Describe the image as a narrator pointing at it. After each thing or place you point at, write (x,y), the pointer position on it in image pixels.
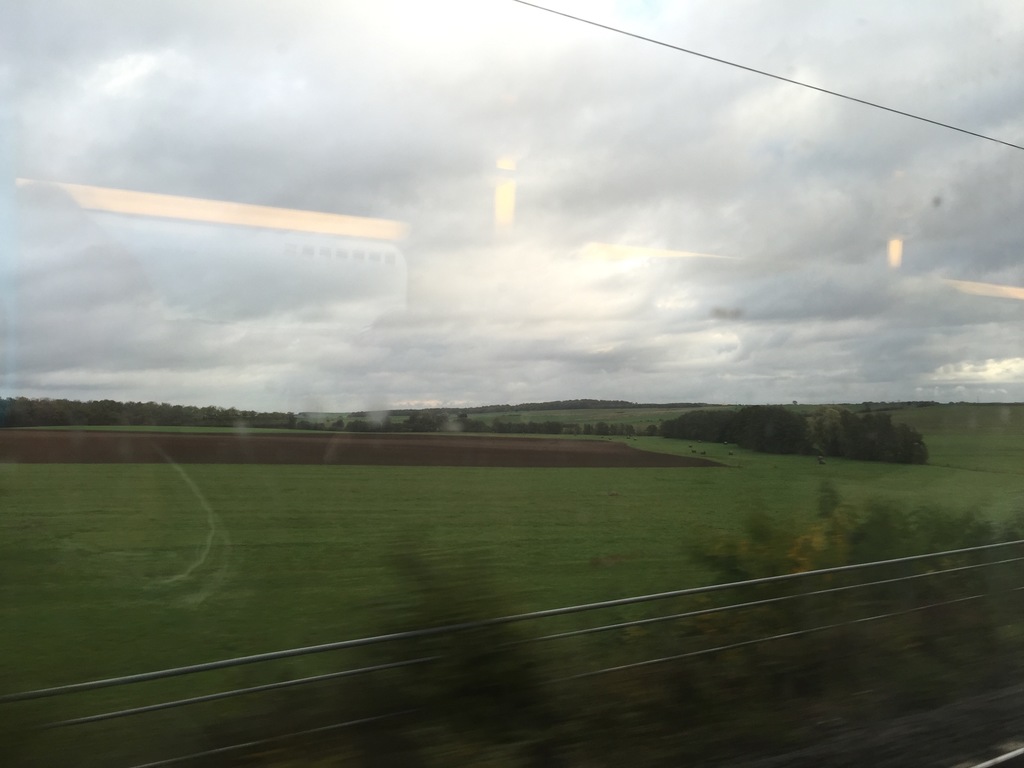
In this image we can see a photo and it looks like the photo taken from the vehicle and we can see some trees (471,663) and grass (555,582) on the ground (983,484) and at the top (221,83) we can see the sky (820,174) with clouds (878,326).
